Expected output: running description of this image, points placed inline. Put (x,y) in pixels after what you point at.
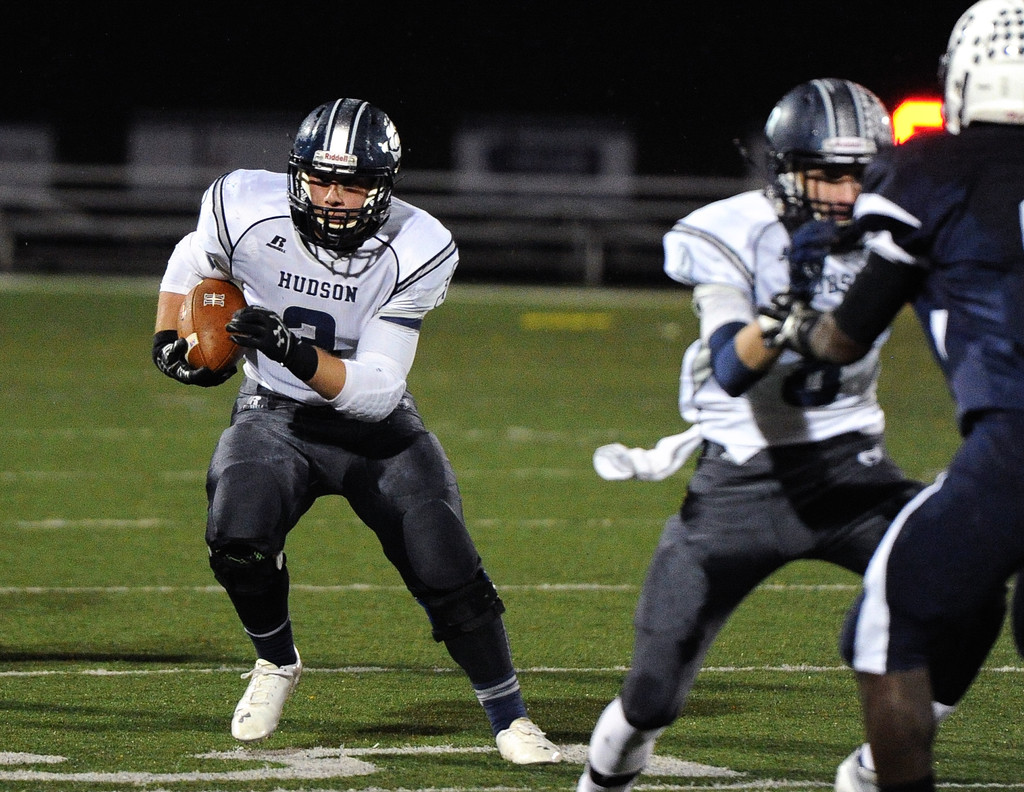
This image consists of three men (1023,484) playing american football. They are wearing sports dress (690,524) and helmets (775,156). At the bottom (374,700), there is green grass (176,723). The background (210,6) is blurred.
